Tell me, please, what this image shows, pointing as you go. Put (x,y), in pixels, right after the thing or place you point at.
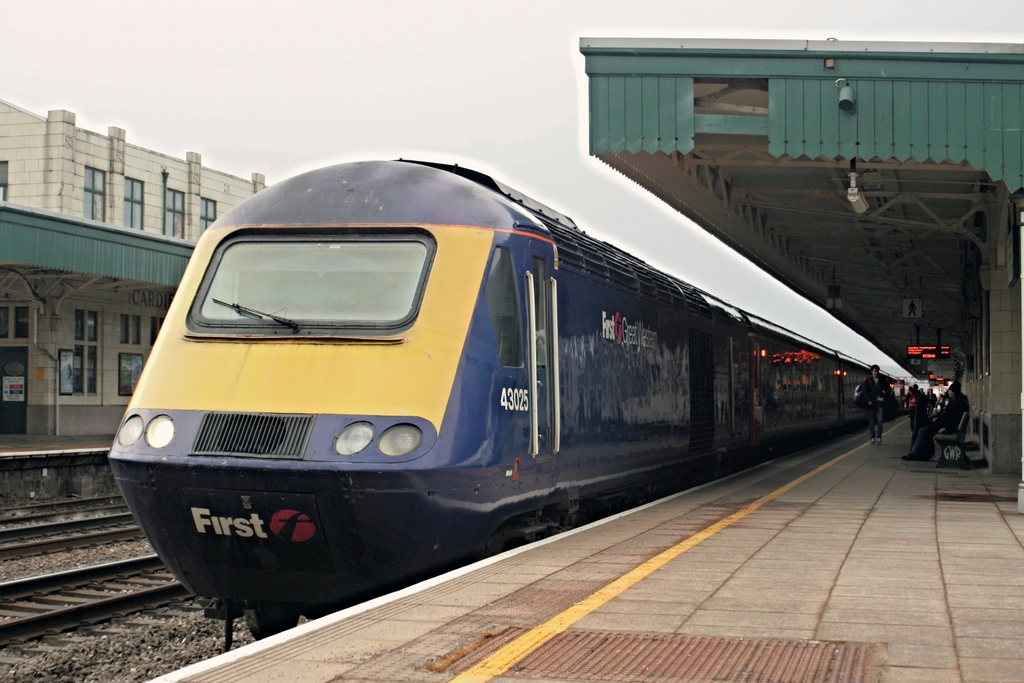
In the picture we can see a railways station (933,386) with a platform (884,645) and under the shed (973,118) we can see some people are sitting on the bench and beside the platform (865,673) we can see a train (210,279) which is blue in color with windshield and beside the train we can see another track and a station building (75,249) with windows (98,217) and in the background (266,104) we can see the sky (87,26).
